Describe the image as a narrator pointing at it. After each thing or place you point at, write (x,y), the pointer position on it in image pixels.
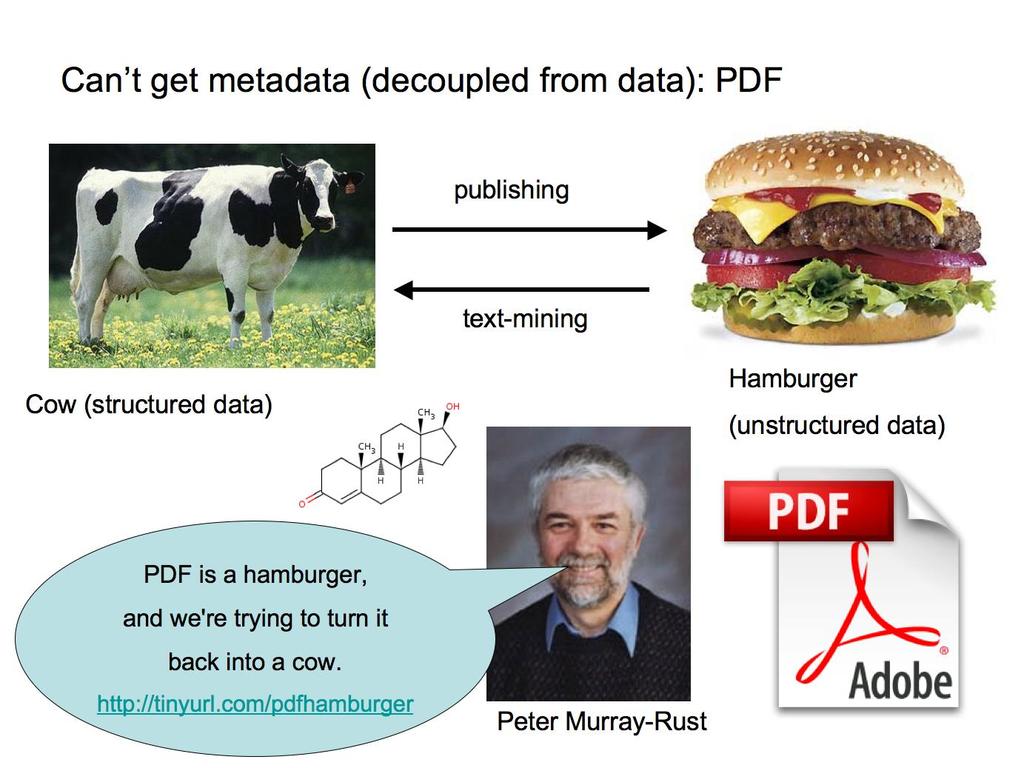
In this picture we can see a man (558,516), cow (233,273), hamburger (797,292), symbols (403,468) and some text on the page (710,431).
